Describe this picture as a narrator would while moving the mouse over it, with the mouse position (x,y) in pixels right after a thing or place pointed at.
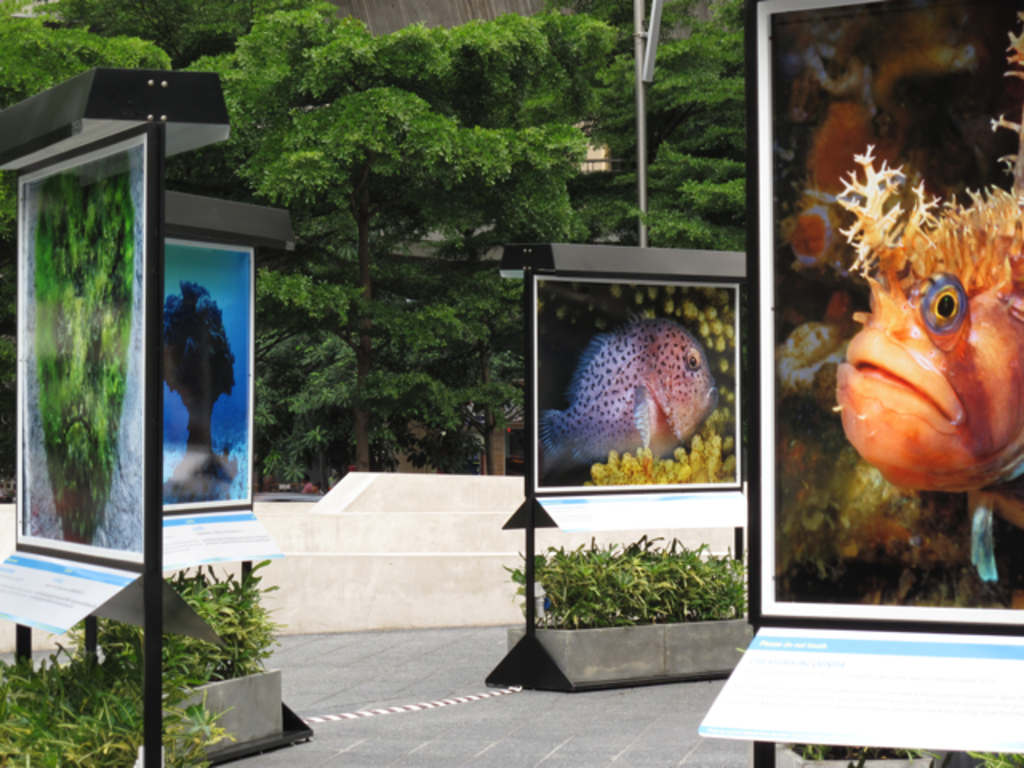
In this image I can see few boards (995,421) are attached to the poles (756,497). I can see few fish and trees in the board (576,332). In the background (627,139) I can see few trees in green color.
